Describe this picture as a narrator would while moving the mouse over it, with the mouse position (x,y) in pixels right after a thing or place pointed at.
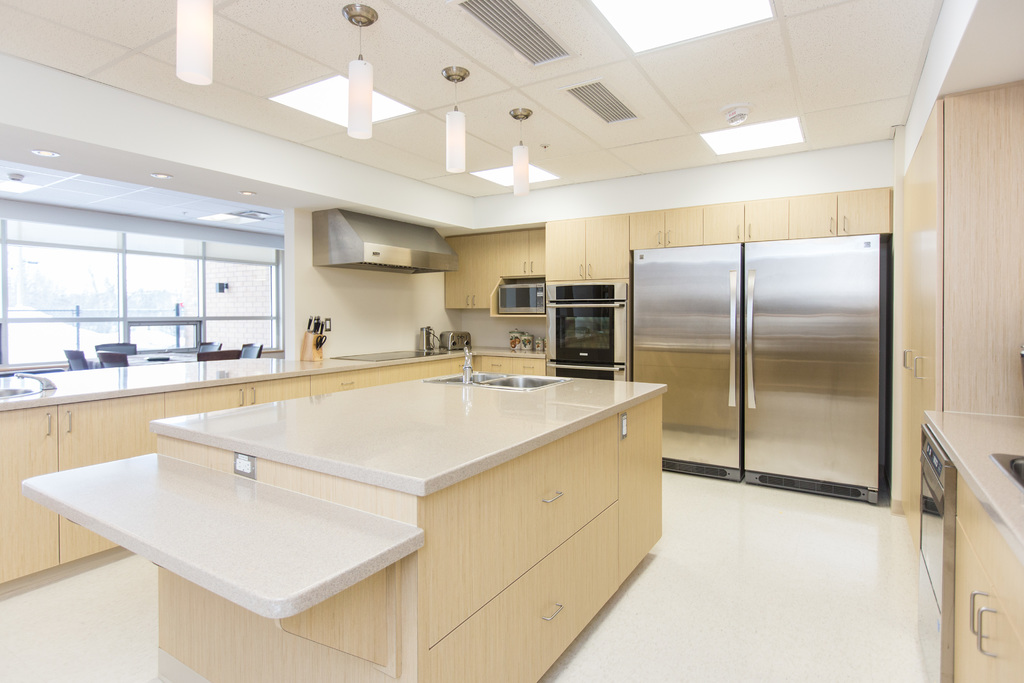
In the picture we can see a kitchen (723,528). Here we can see a fridge (748,375), oven (616,371), chimney (324,243), chairs (215,346), tap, wash basins (483,378), cupboards (479,369), glasses (153,299), and a platform (448,438). Here we can see lights (457,128) and ceiling (624,128). There is a wall (341,293).
